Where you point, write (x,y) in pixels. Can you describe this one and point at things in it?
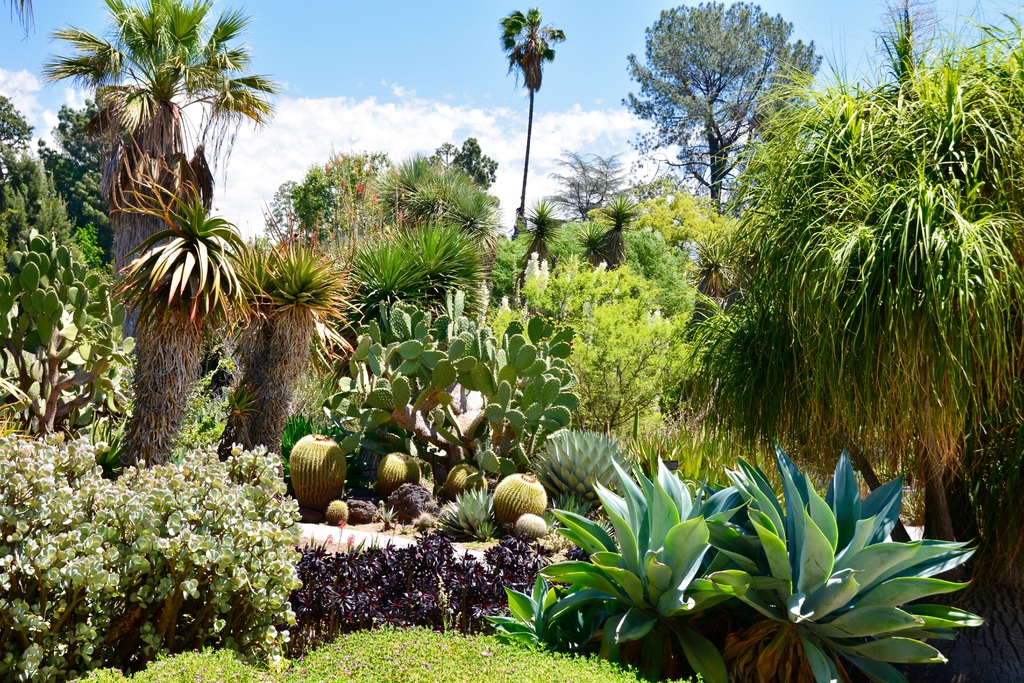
In this picture we can see few plants (258,501), trees (244,317) and clouds (322,157).
